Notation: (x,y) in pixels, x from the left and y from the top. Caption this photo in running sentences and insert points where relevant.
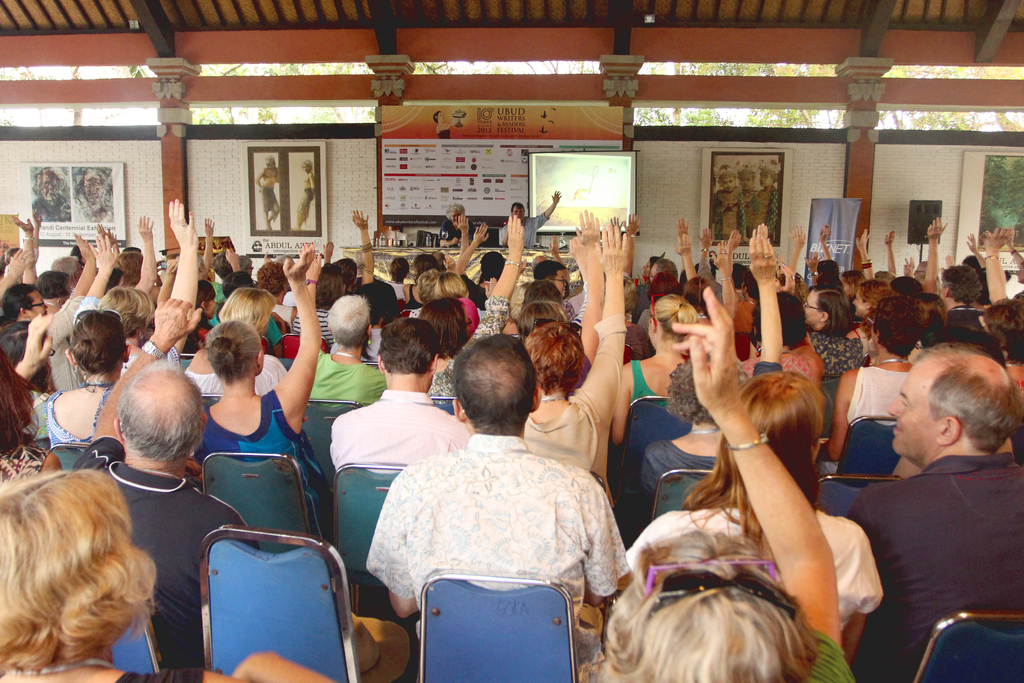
In the picture we can see some people (765,396) are sitting on the chairs (738,347) and raising their hands (714,338) and in the background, we can see a person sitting on the chair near the table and raising his hand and facing towards them and behind him we can see a wall (686,187) with some photo frames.
